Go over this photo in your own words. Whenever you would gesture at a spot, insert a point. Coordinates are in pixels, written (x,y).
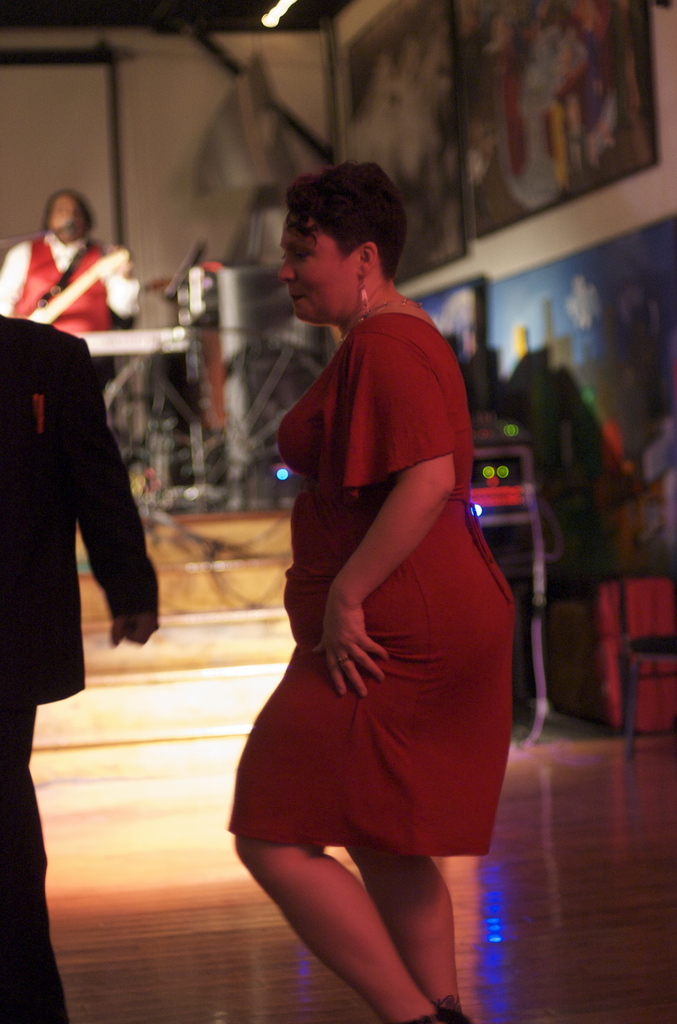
In this picture there are people (26,760) on the floor (66,925). In the background of the image (514,482) it is blurry and there is a person (74,311) and we can see devices (494,450), cables (539,528), boards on the wall (544,251) and objects (672,642).
